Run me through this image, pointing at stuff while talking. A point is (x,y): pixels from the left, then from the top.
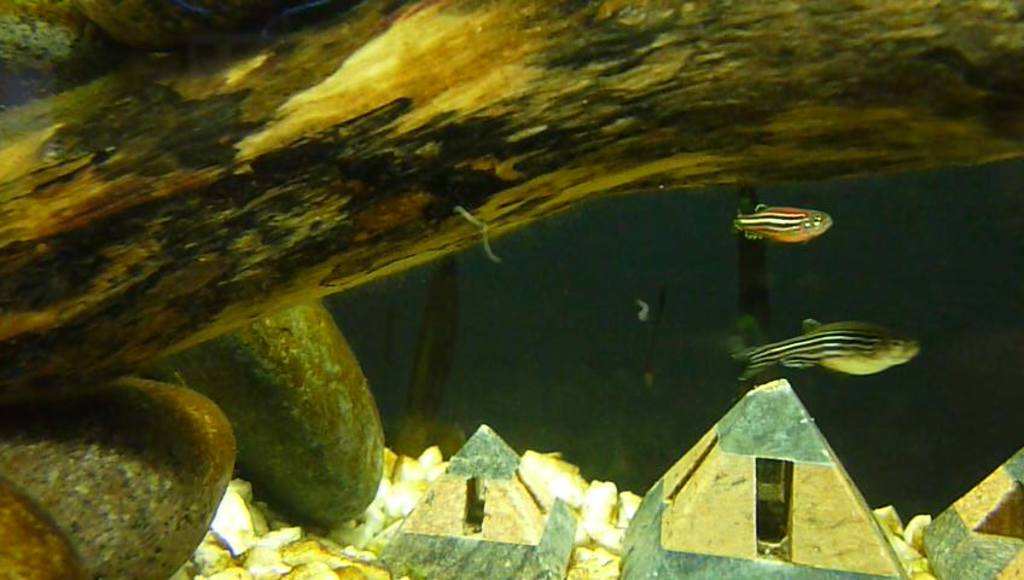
It looks like the picture is taken through an aquarium (474,403), there are two fishes (755,371) swimming in the water (721,319) and around the fishes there are two objects (717,485).
